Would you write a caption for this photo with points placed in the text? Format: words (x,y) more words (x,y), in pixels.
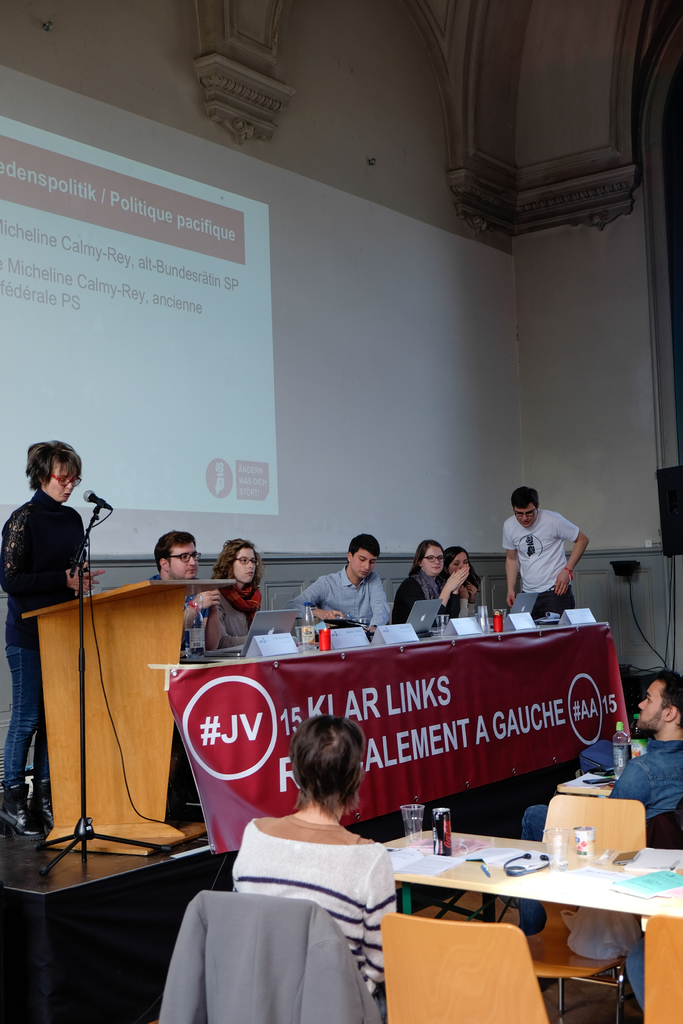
In the picture we can see the group of persons (315,594), some of the persons (186,561) were sitting and the left corner (59,475) she is standing. In front of her there is a wood stand (109,635) and microphone (102,504). And the bottom we can see the two people (652,774) were sitting. Coming to the background (243,350) we can see the screen (168,347).
